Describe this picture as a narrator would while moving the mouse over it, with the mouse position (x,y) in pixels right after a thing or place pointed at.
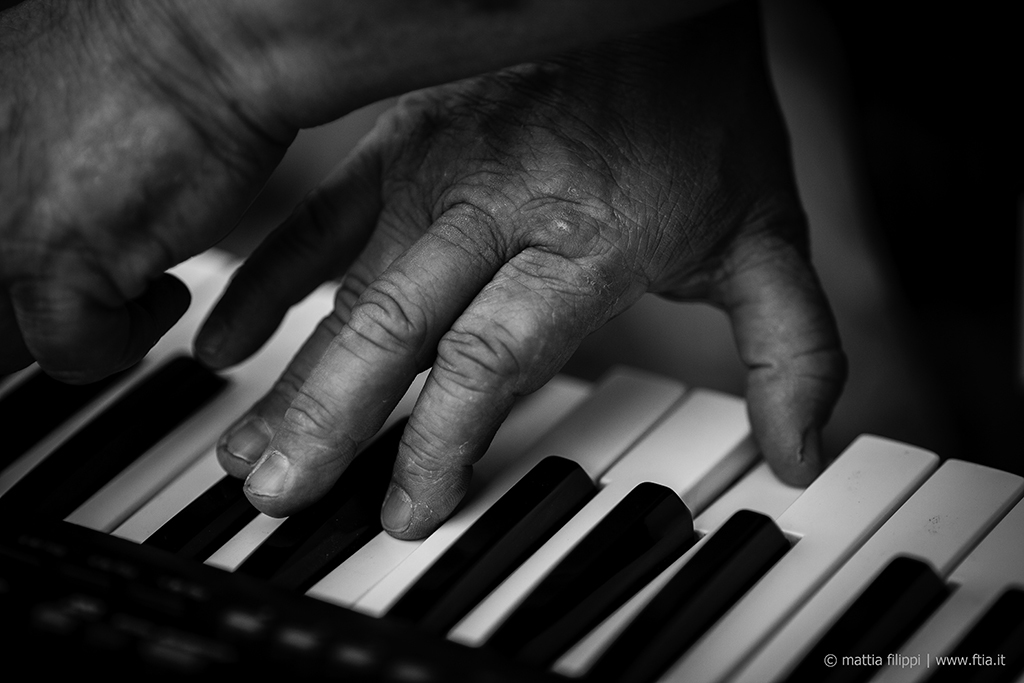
This looks like a man (539,74) is playing a piano (770,651).
